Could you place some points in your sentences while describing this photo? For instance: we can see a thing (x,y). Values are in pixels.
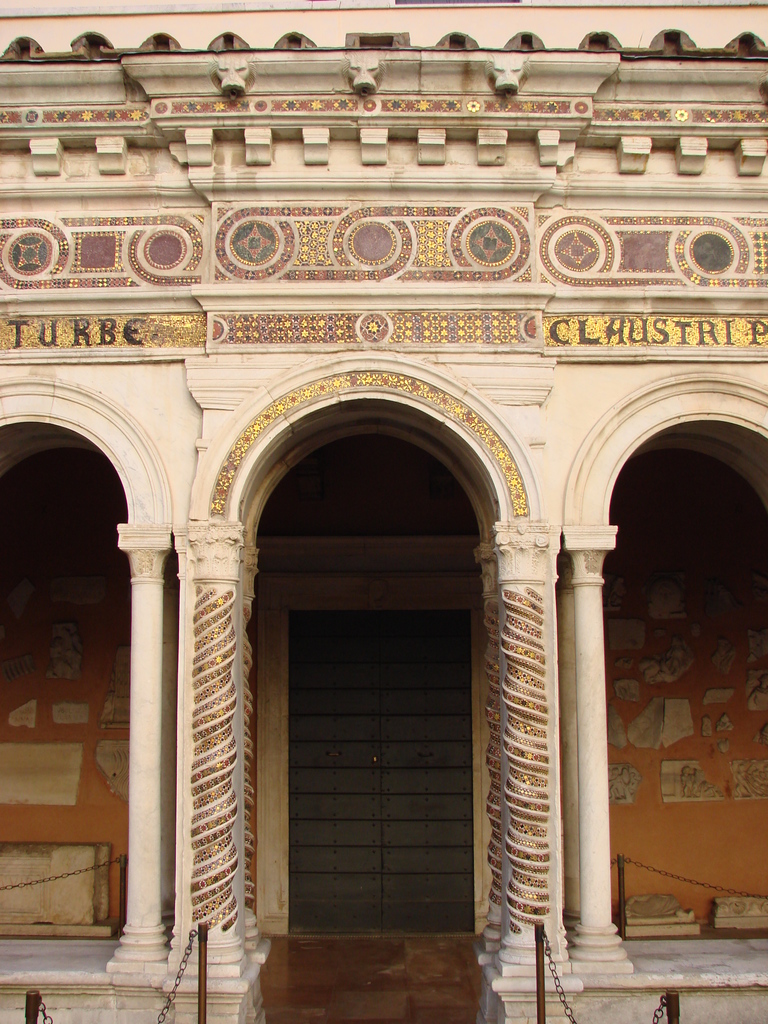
In this picture I can see there is a building (234,472) and there is some sculpture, pillars (213,956) and there is a door (423,847) at the center (426,667) and there is a floor (381,966).
